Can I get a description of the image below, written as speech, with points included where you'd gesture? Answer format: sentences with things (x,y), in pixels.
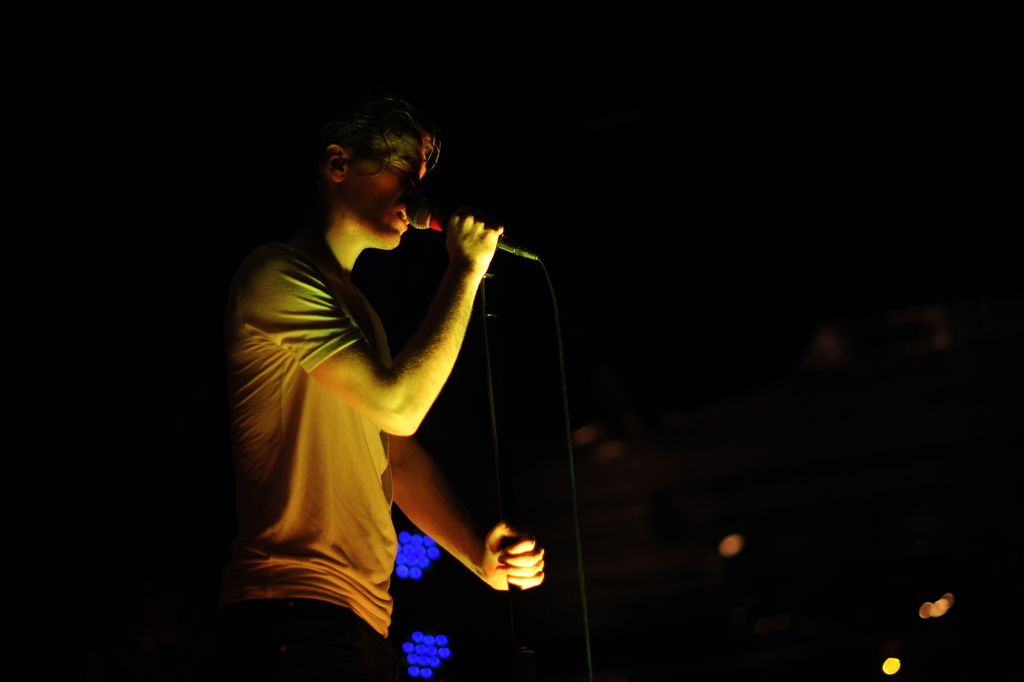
In this image, we can see a person (417,403) holding a rod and microphone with wire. In the background (403,275), we can see the dark view and lights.
